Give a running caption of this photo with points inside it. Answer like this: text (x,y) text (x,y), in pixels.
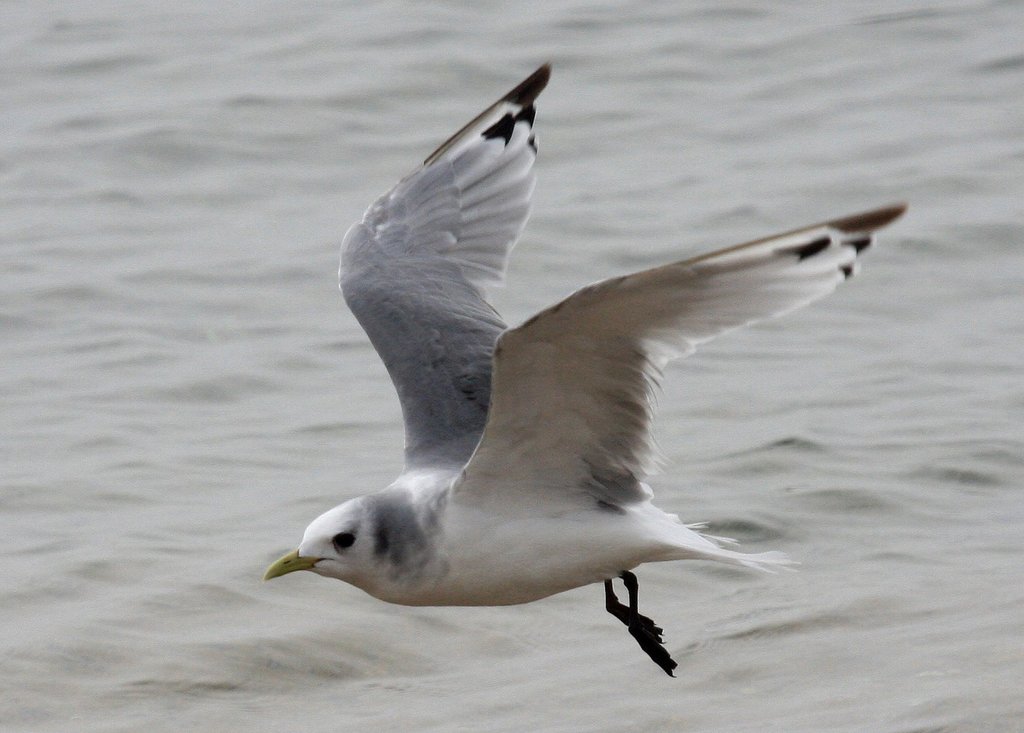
In this picture there is a bird (671,320) in the center of the image (542,372) and there is water (313,134) in the background area of the image (553,78).
